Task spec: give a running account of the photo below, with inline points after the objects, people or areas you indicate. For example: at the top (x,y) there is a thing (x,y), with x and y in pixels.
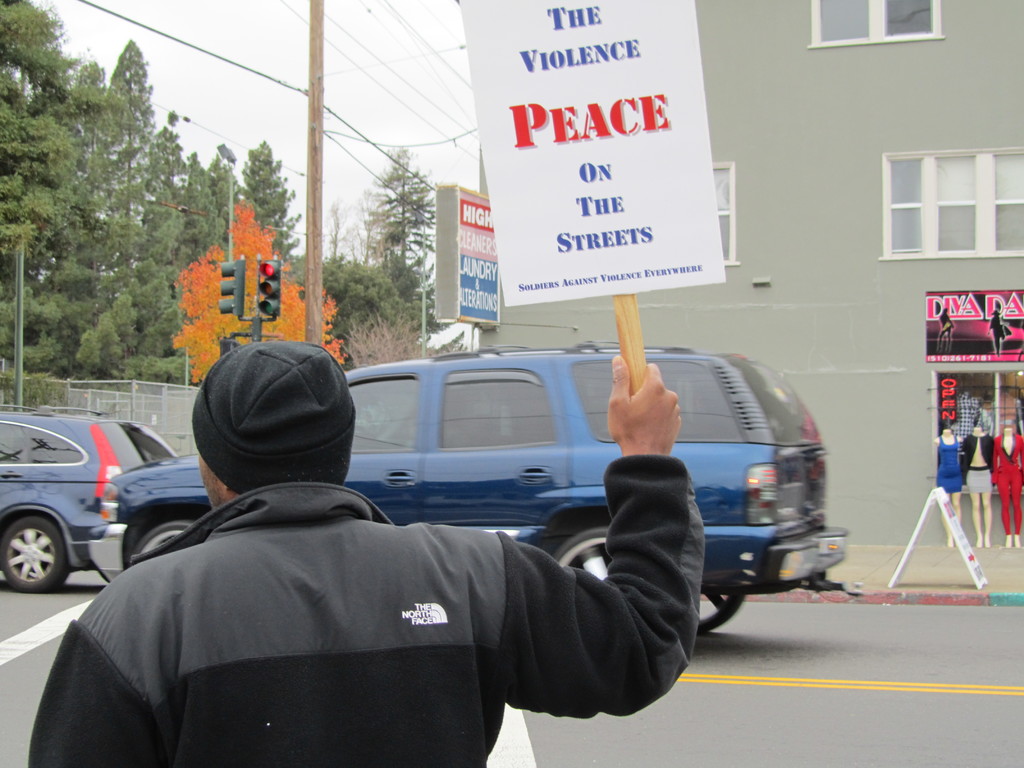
This picture is taken on the wide road (924,620). In this image, on the left side (294,364), we can see a man (383,621) wearing a black color shirt (461,645) and holding a board (640,264) in his hand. On the right side (1012,283), we can see a building (1012,283), hoarding (969,303), board (984,346), in, the board (992,323), we can see some text (983,356) written on it. In the background (18,518), we can see some vehicles (362,467) moving on the road (947,672), traffic signal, wood pole (318,190), hoarding (451,195), trees (285,215), electric wires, metal grill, metal rod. At the top (226,54), we can see a sky (260,9), at the bottom (895,657), we can see a footpath (891,572) and a road (736,721).
